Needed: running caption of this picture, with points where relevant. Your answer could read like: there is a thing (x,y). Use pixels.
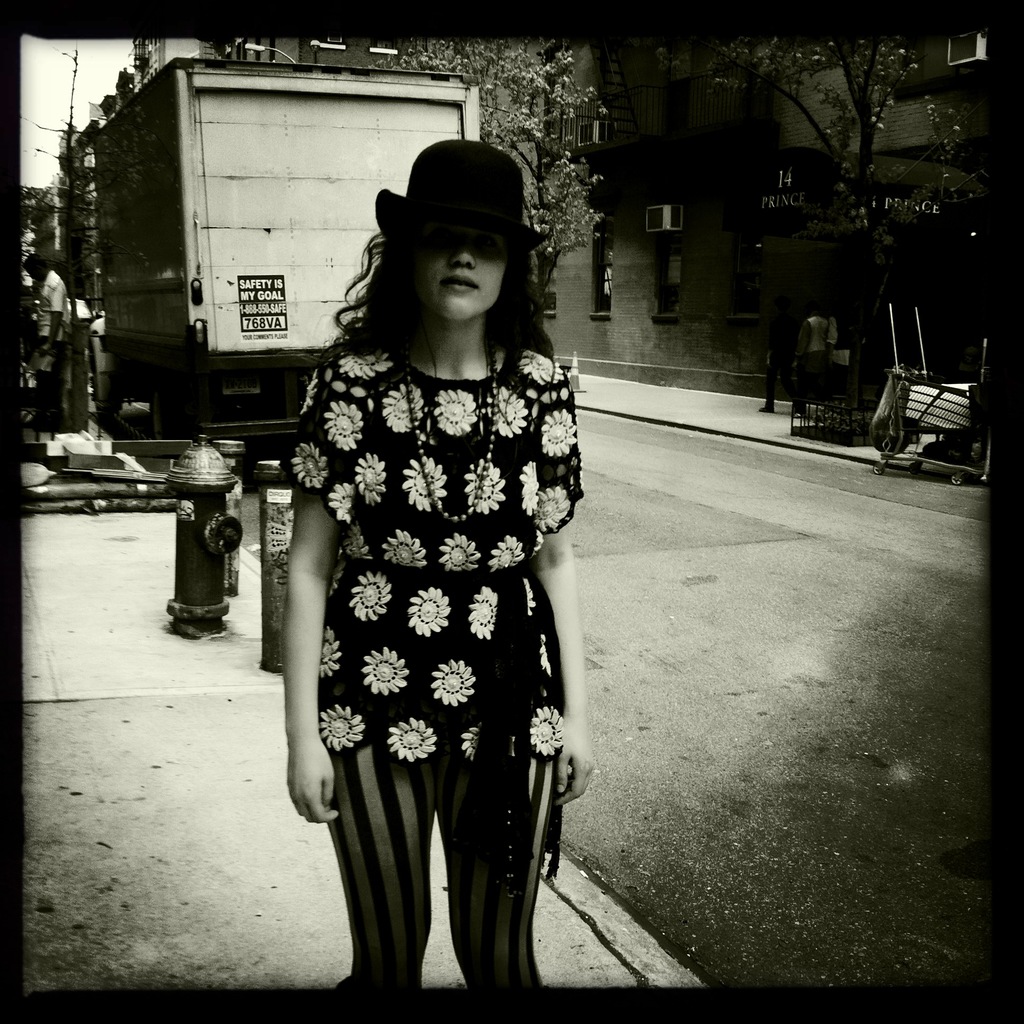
In this image we can see a woman (394,660) standing on the pavement (311,850), behind the woman (303,507) there are poles (266,544), fire hydrant (193,538), few objects (67,469) and people (61,357) on the pavement (62,612), there is a vehicle (241,289) on the road (584,493) and on the right side of the image (688,195) there is a building (747,198), trees (557,83), people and a vehicle (949,434) which looks like a cart (907,417) on the road (933,513) and sky (54,59) in the background (82,86).
